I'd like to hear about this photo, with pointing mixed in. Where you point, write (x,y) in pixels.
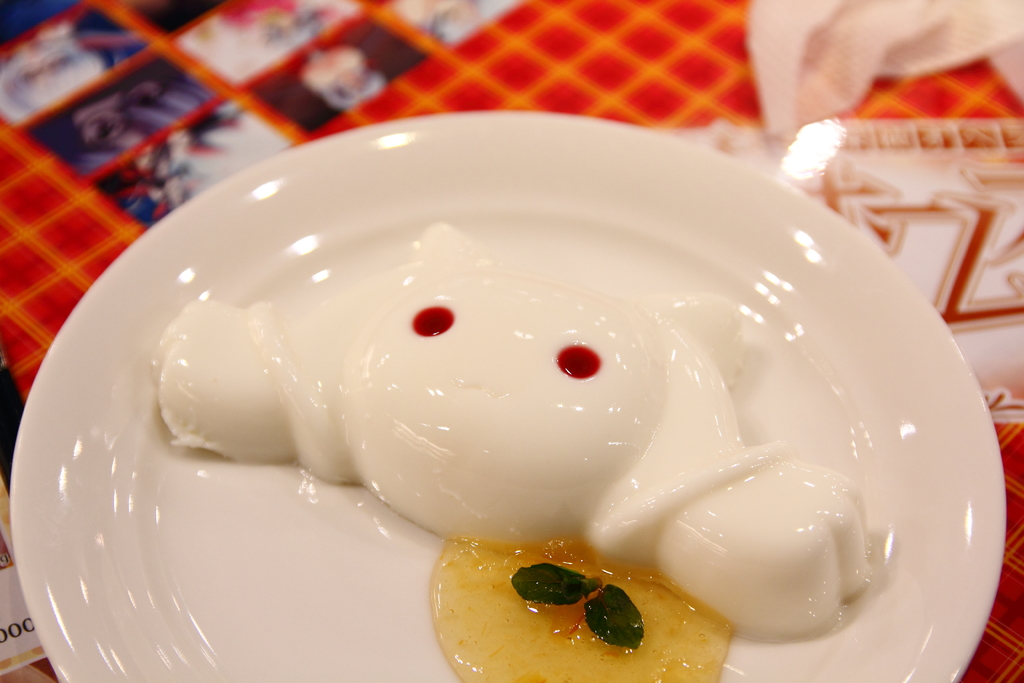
In this picture we can see a white plate (96,527) on an object (32,320) and on the plate (178,452) there are some food items (489,524).
